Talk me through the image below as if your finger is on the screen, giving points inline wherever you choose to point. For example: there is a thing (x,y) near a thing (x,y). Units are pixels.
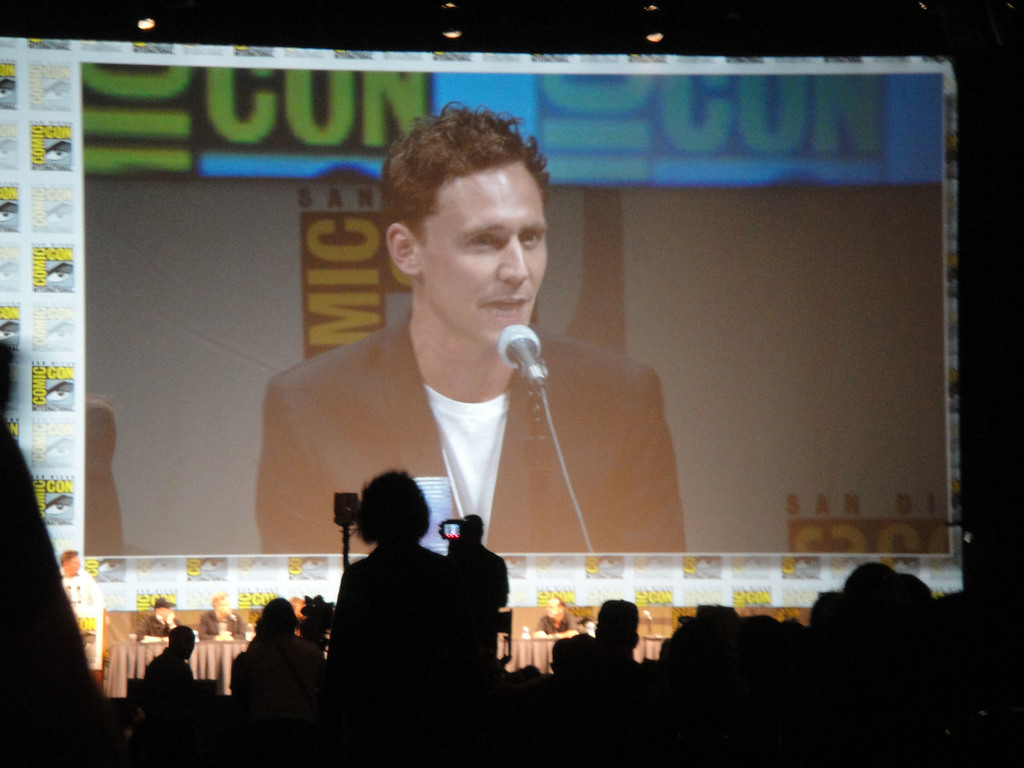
At the bottom of the picture (703,722), we see the people (710,733) are sitting and three of them (364,664) are standing. In front of them, we see the stands (345,525). In the middle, we see the people (218,610) are sitting on the chairs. In front of them, we see a table (227,660) on which water bottles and the objects (522,632) are placed. Behind them, we see a projector screen (399,358) which is displaying the man (466,410) who is talking on the microphone (547,382). In the background (64,179), we see a banner (65,312) or a board (36,347) in white color with some text (36,277) written on it.
